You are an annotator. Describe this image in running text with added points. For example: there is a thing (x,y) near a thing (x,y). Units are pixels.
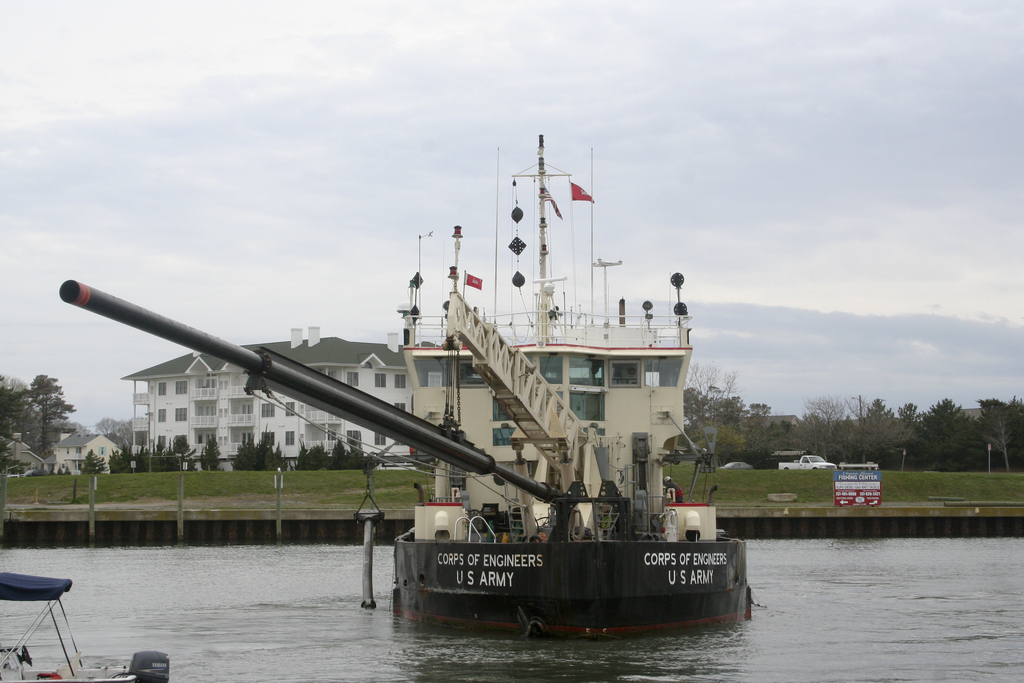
In this image I can see ship (601,577) on the water (185,553). There are trees (1022,418), vehicles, buildings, poles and in the background (736,258) there is sky (278,266). In the bottom left corner (142,658) it looks like a boat (138,682).
